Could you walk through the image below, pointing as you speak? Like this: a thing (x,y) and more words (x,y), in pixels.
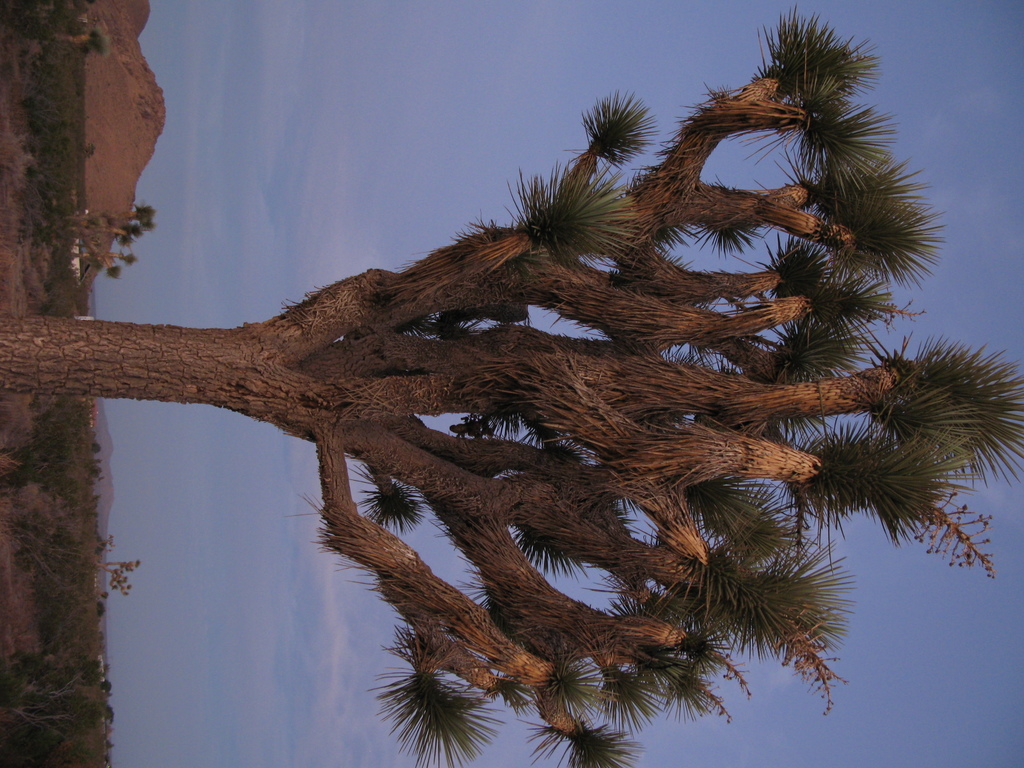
In this picture we can see some trees (379,443), plants (68,617) and mountains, In the background (397,137), we can see the sky (384,138) with clouds (267,146).
